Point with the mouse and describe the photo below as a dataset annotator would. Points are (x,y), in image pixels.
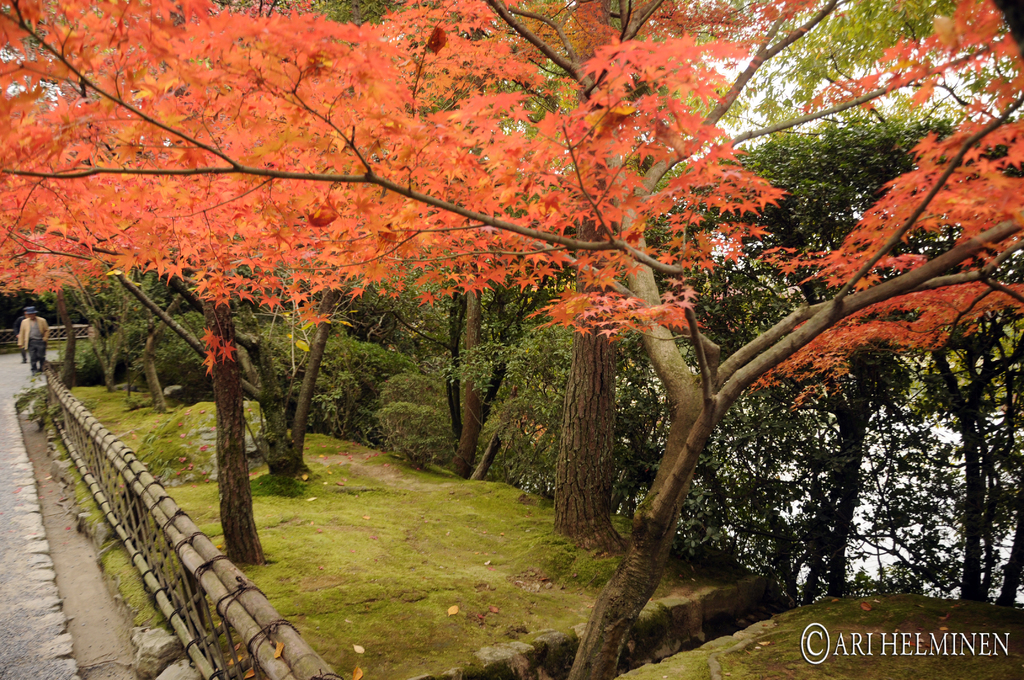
In this picture there are trees (635,523). At the back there is a person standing on the road (5,359) and there is a wooden railing (190,646). At the top (741,60) there is sky (727,125). At the bottom (21,458) there is road (9,547) and there is grass (675,666). At the bottom right (903,642) there is text (959,657). In the foreground (595,246) there are red color leaves (655,252) on the trees (473,297).
